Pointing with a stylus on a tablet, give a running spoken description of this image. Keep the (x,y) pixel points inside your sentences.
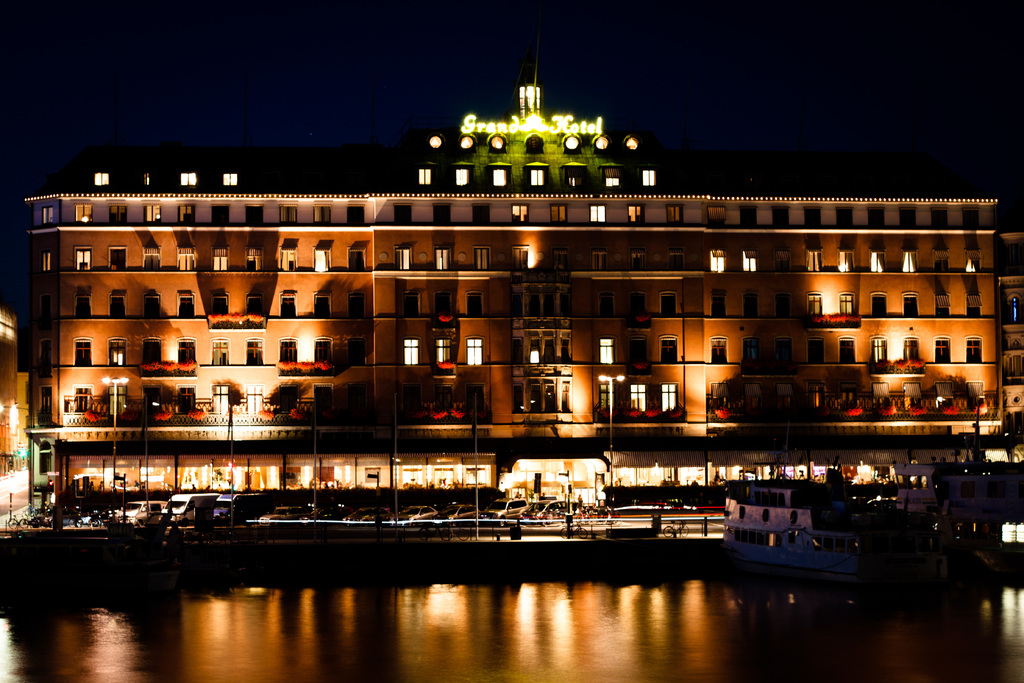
In this image we can see a building (426,322) and there are some vehicles (667,505) on the road (536,531) and to the side we can see some street lights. At the bottom (110,643) we can see the water body (566,626) and there are some boats (1016,487) and we can see the sky (658,19) at the top (384,55).
